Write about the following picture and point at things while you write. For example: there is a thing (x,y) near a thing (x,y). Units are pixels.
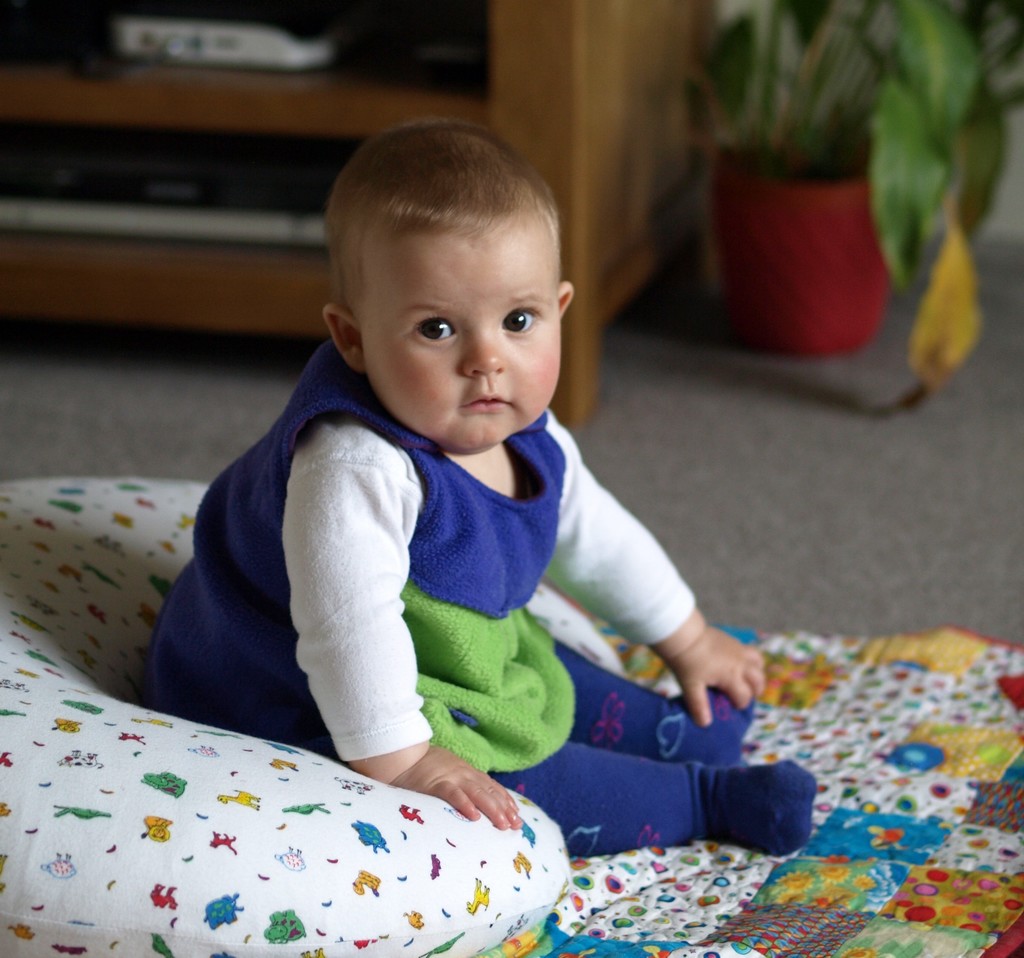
In this image I can see a baby (481,782) sitting on the colorful blanket (856,869). Baby (696,802) is wearing blue, green and white dress (422,536). Back Side I can see a cupboard (567,160) and flower pot (844,216) on the floor (848,364). The pot (806,260) is in red color.
